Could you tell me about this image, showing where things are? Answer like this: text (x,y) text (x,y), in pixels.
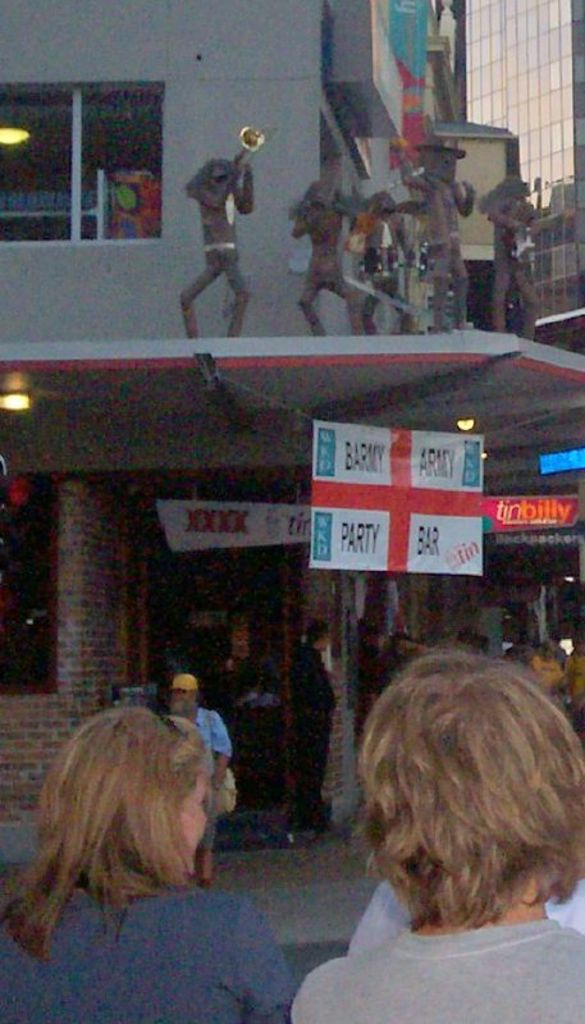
Here we can see few persons (204,990). There are statues (509,237), boards (202,514), lights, and buildings (39,261).
